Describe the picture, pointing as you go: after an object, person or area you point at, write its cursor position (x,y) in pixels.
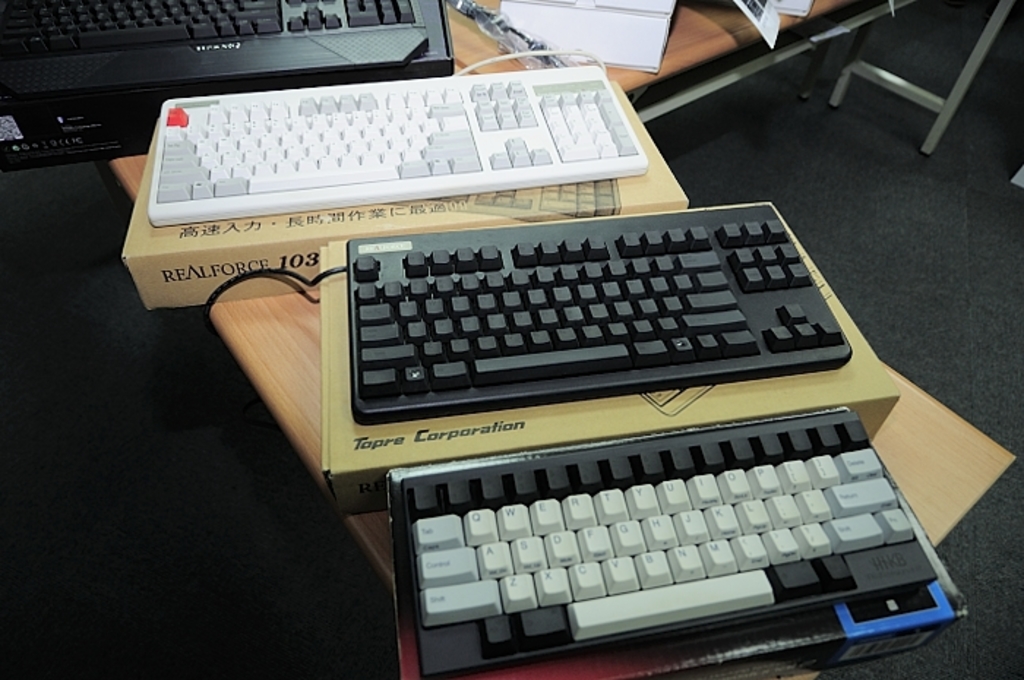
In this picture we can see table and on table (944,451) we have three keyboards (491,232) and boxes (317,215) of that and in background (419,19) we can see some more keyboard (342,12), papers (538,27), stand (979,63).
